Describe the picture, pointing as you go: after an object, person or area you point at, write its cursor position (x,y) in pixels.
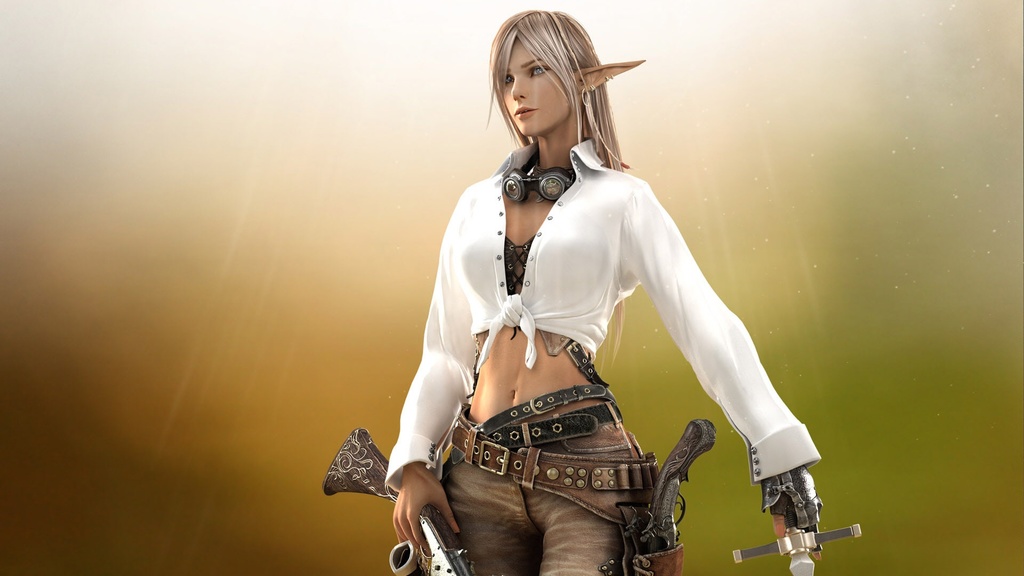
In this image, we can see depiction of a person (555,163). This person (556,421) is holding a gun (455,543) and sword (797,543) with her hands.
